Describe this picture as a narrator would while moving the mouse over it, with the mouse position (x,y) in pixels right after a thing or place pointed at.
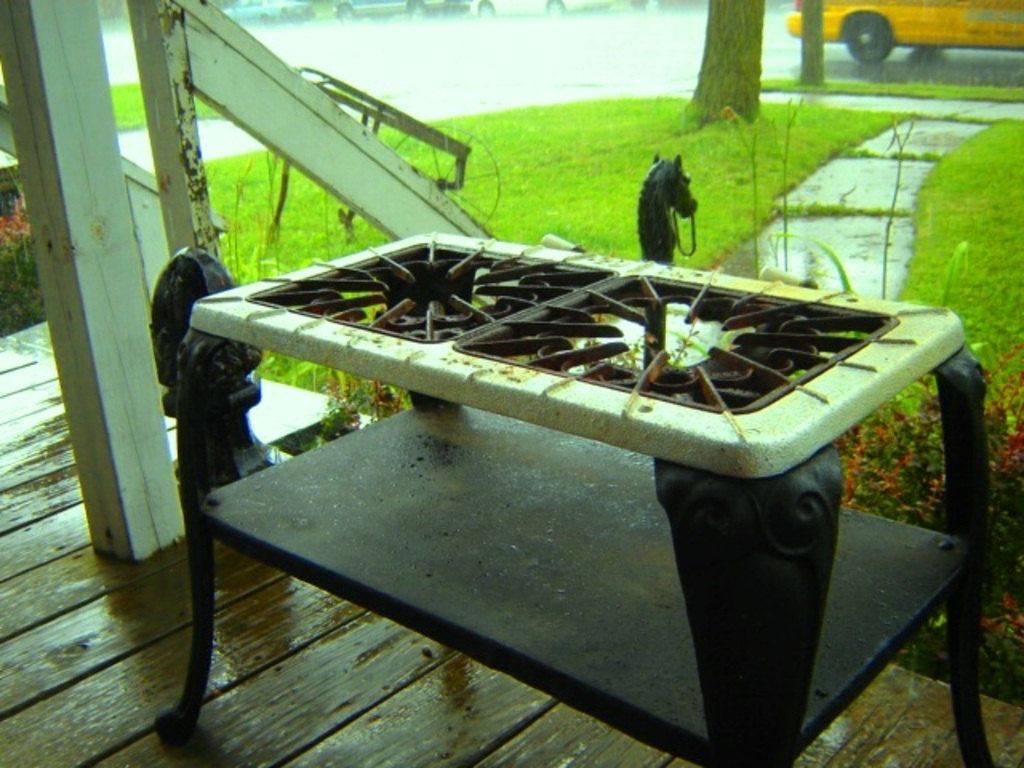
This picture is clicked outside. In the foreground (545,569) there is a table (956,420) to which object (789,318) is attached. On the left (282,107) we can see the hand rail (250,77) and the stairs (285,400) and there are some objects (674,214) placed on the ground (629,219) and we can see the green grass (687,152). In the background (917,23) we can see the vehicles (885,19) seems to be running on the road (907,51) and we can see the trunks (732,49) of the trees (746,46).
